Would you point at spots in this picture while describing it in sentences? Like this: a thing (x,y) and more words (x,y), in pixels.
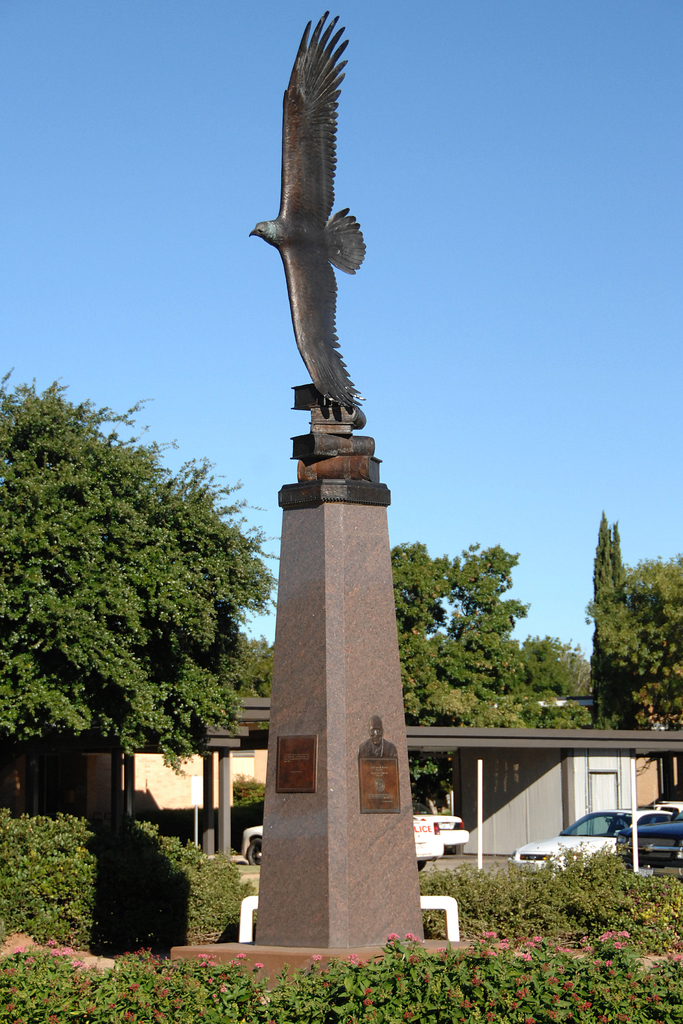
In this image there are plants (648,975) with flowers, shed (434,742), vehicles (658,822), trees (27,560), a statue (333,469) of a bird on the pillar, and in the background (499,358) there is sky (513,331).
